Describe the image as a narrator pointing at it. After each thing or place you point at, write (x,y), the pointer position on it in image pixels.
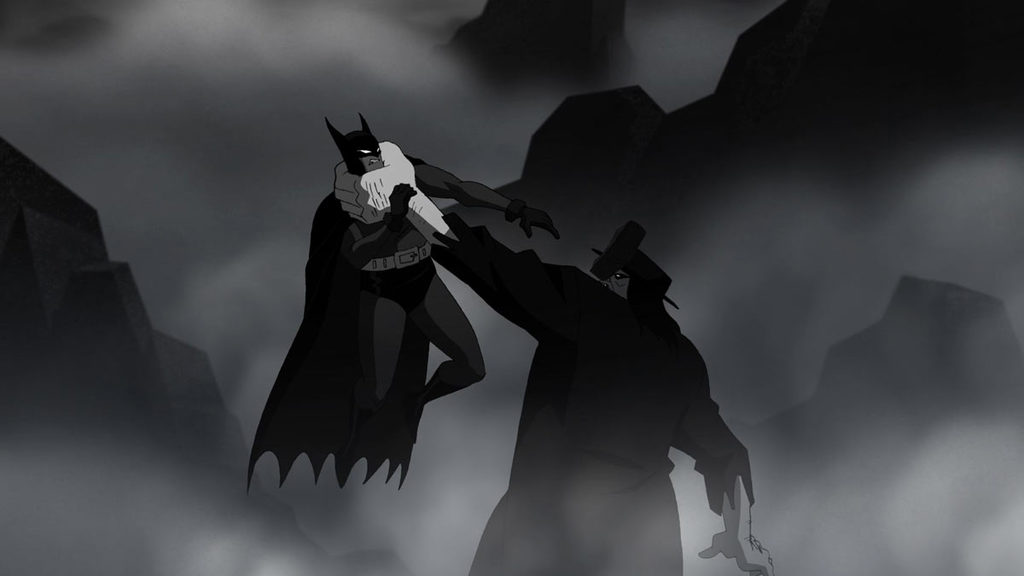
This is an animation, in this image in the center (613,377) there is one person (595,379) who is standing and he is holding another person (408,365), and in the background (905,397) there are mountains (127,337).
